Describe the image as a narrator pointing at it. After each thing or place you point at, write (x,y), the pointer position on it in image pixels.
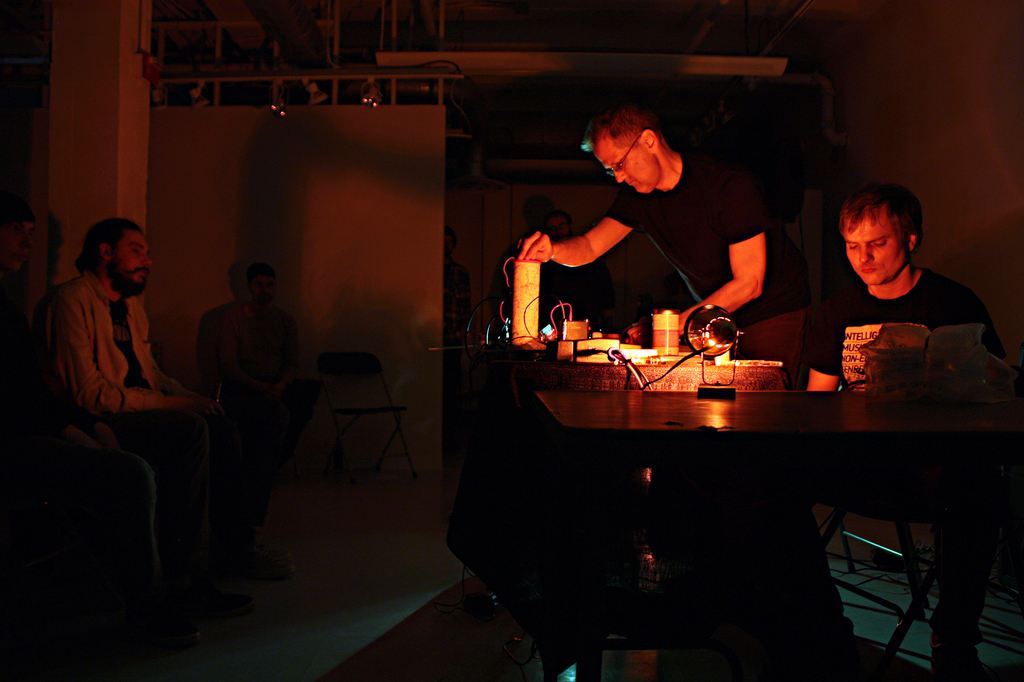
In this image i can see there are group of people (138,375) among them few are sitting on a chair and a person (703,217) is standing in front of a table (658,378). On the table (638,408) we have few objects (616,345) on it.
